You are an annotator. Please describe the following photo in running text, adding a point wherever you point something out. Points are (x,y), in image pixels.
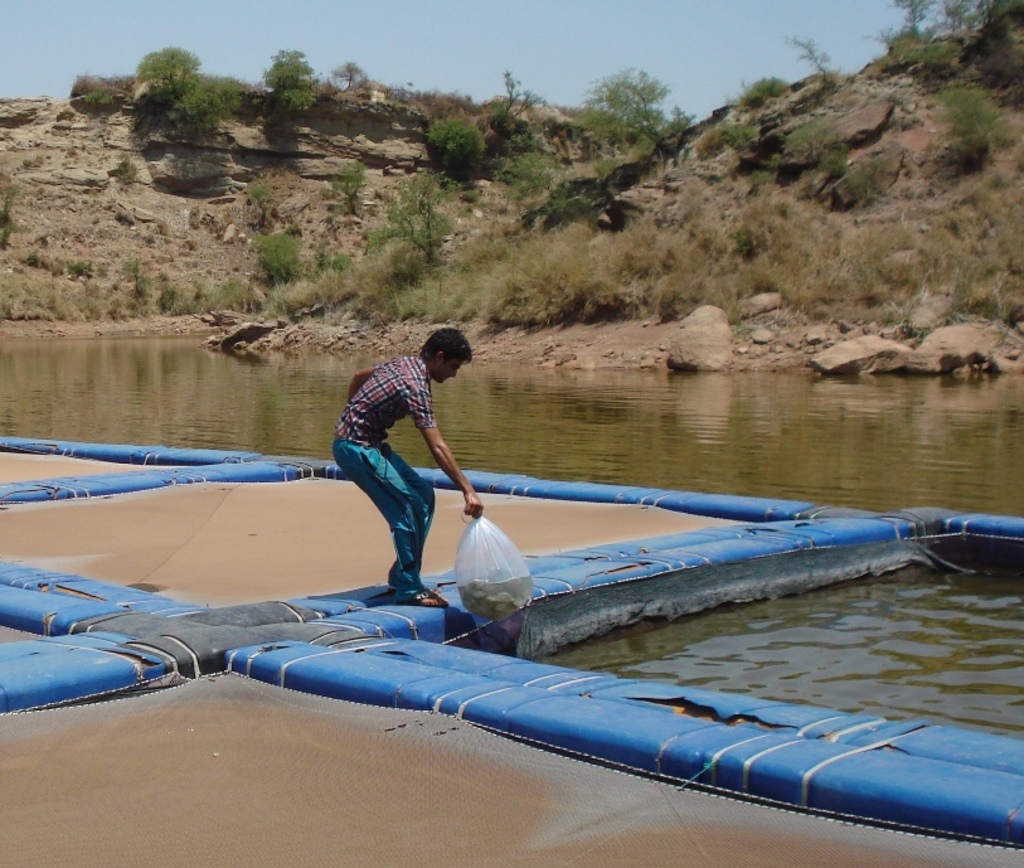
In the picture I can see the rectangular shape fishnet fencing blocks (596,625) in the water (509,458). There is a man (424,601) standing and he is holding a plastic cover (468,588) in his hand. In the background (354,124), I can see the trees (274,257) and rocks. The sky (589,85) is clear.
